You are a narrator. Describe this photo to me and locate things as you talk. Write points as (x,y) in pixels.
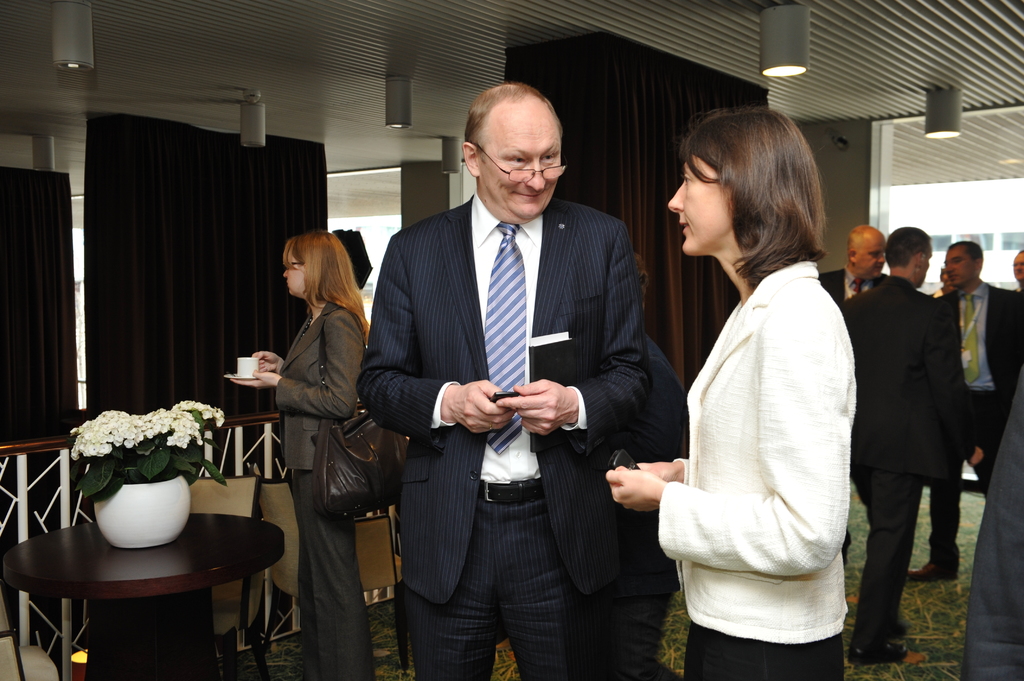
In this picture we can see some group of people (700,451) are in the room (997,225), side we can see pot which is placed on the table (73,544), behind we can see cloth (247,269).
